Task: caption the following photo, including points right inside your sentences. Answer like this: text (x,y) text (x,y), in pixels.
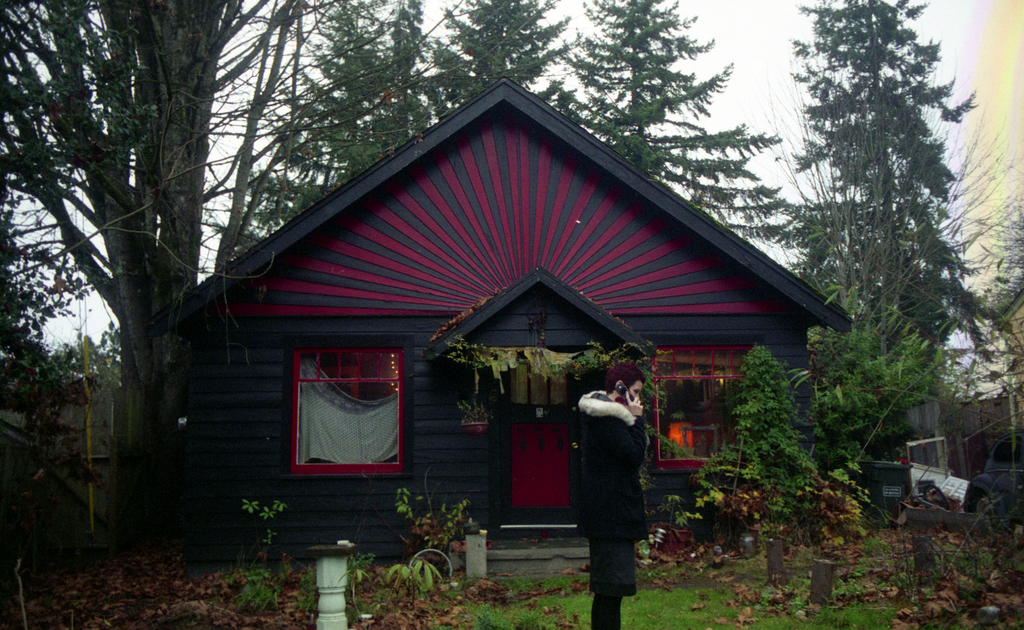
In the foreground of the image (627,450) we can see a person (626,420) holding a mobile (622,392) in his hand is standing on the ground (542,590), poles (343,597), plants (880,585). In the background (744,347), we can see a building (268,441) with windows (694,418), door (569,401) and roof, group of trees (664,22) and the sky (758,102). To the right side of the image (882,475) we can see a trash bin (906,467).
